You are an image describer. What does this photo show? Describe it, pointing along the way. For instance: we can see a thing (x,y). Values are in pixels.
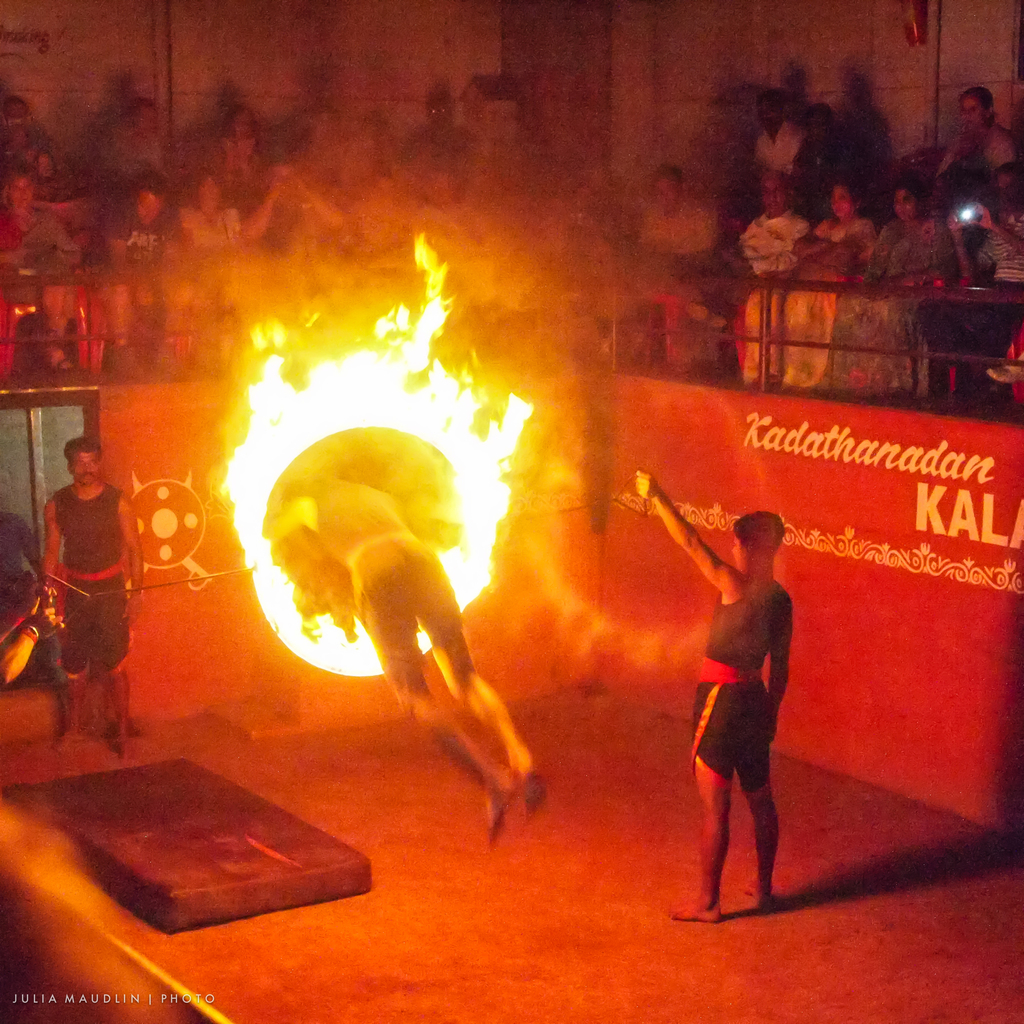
In this image I can see a man (448,603) is jumping through a fire ring (292,607) and two persons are standing in the front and back side of the man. I can see people (24,199) in a gallery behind a railing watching him. On the right hand side (925,490), I can see some text (926,504) on a wall (789,504). The background (522,108) is dark.
